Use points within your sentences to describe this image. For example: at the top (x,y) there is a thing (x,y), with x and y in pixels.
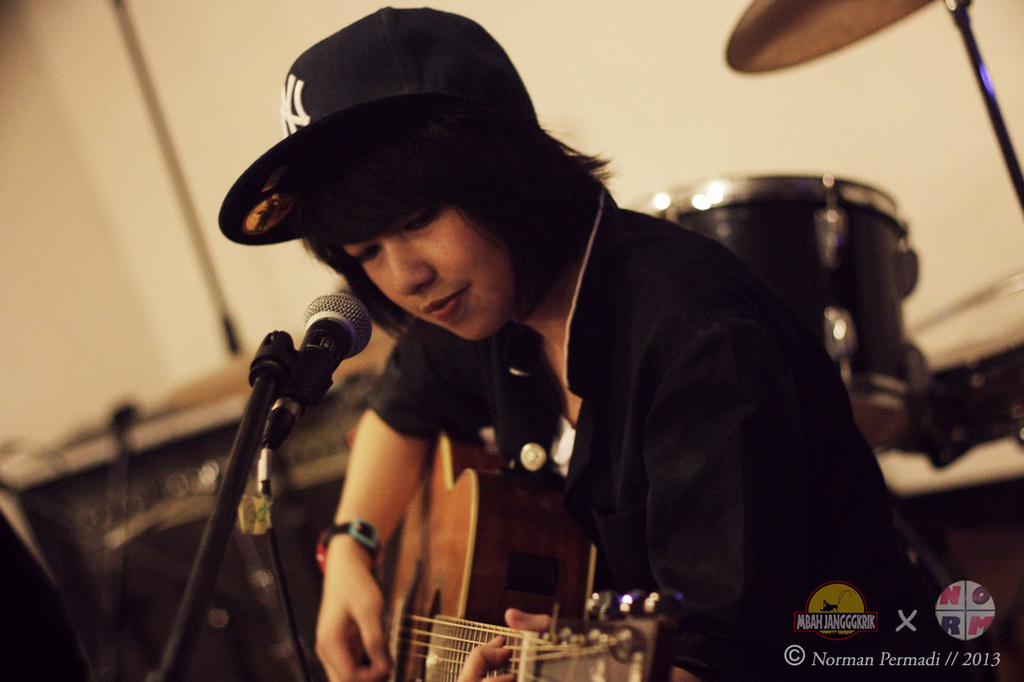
This picture shows a woman (360,264) seated on the chair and playing guitar (382,555) and we see a microphone (357,313) in front of her
